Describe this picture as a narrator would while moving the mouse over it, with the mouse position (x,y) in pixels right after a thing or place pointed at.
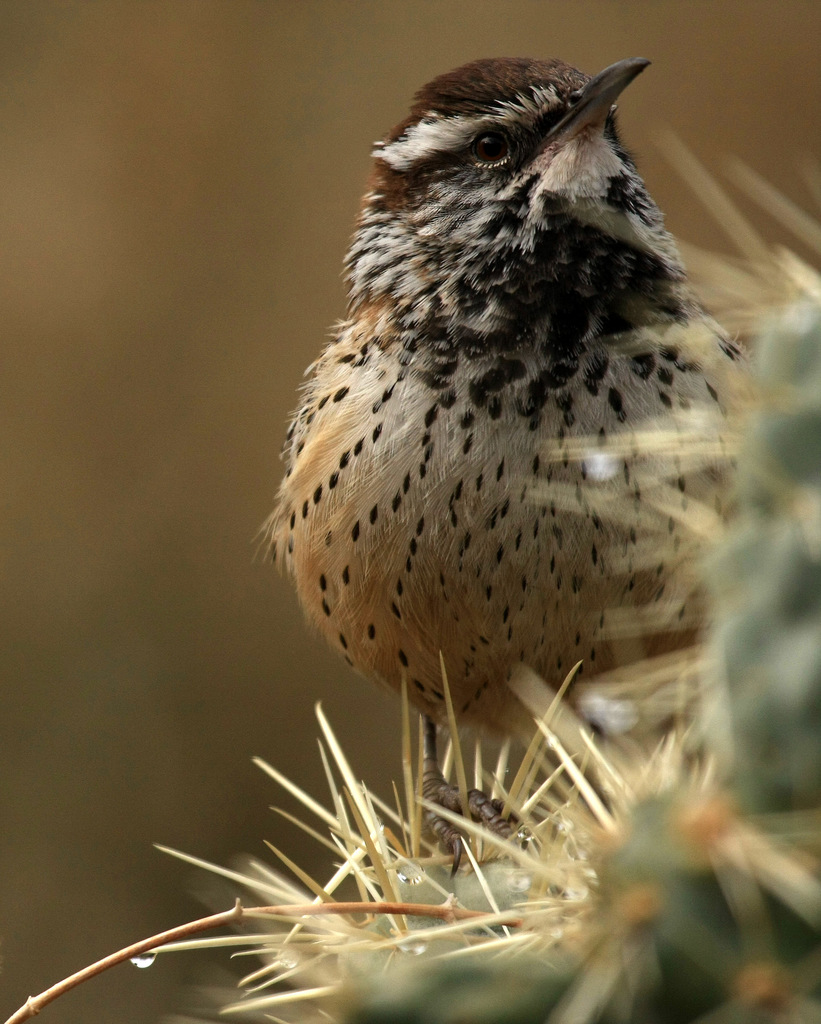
In this image I can see a bird (450,597) in brown and black color and I can see blurred background (76,58).
